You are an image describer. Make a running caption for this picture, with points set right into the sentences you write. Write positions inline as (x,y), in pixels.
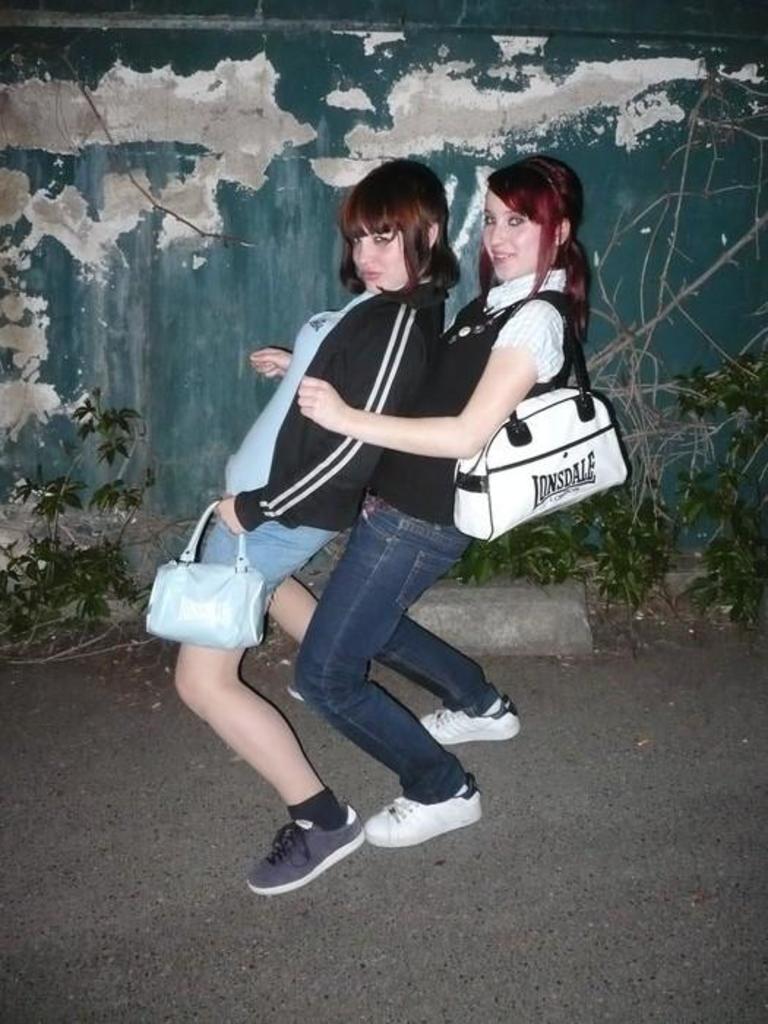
In this image I can see two people (350,507) wearing the shoes (343,837) and holding the bags (236,573). In the background (269,188) there are some plants (716,510) and a wall (274,192).
